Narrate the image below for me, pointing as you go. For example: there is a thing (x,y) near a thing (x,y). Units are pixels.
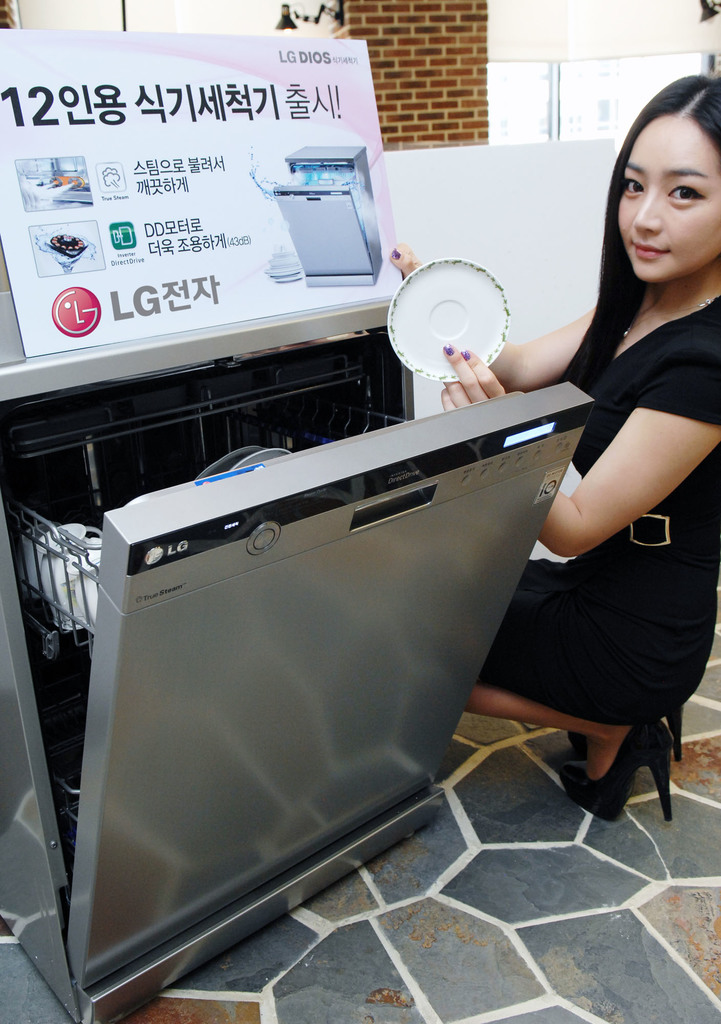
In this image, we can see a lady (685,446) wearing a black dress (677,700) is holding an object (437,329). We can also see some objects (305,639). We can also see the ground (555,925).
